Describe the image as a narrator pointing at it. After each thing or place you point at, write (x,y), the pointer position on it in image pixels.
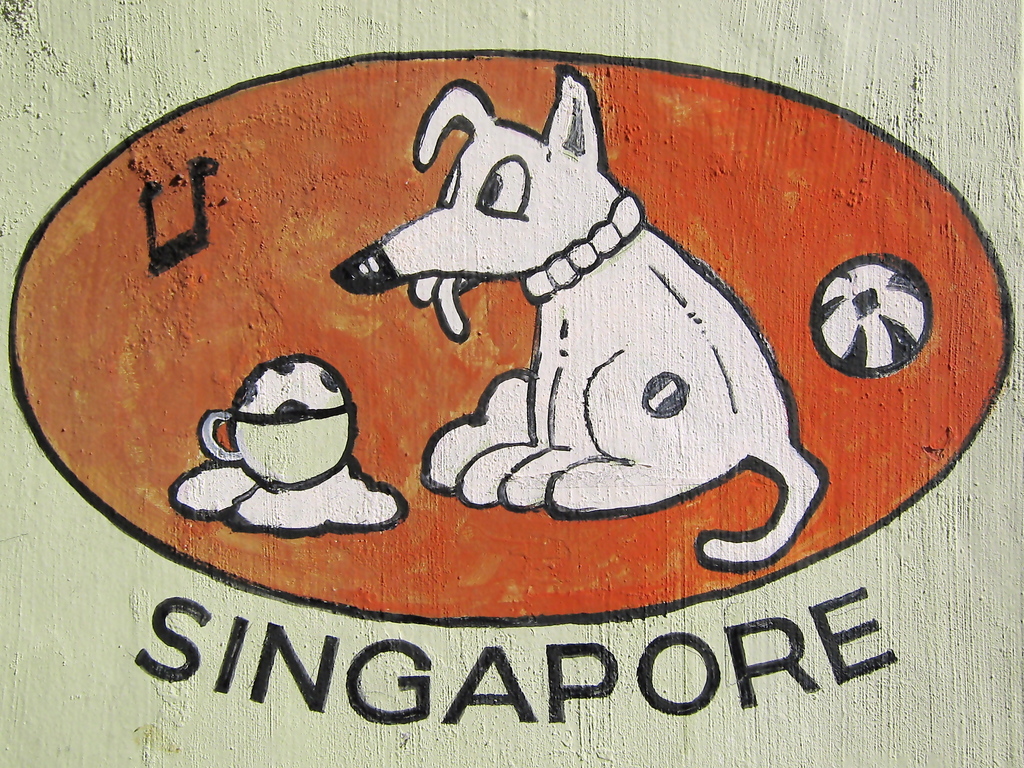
In this image we can see a painting (435,550). In the painting (469,448) there are the pictures of dog (533,495), cup (278,467) and ball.
